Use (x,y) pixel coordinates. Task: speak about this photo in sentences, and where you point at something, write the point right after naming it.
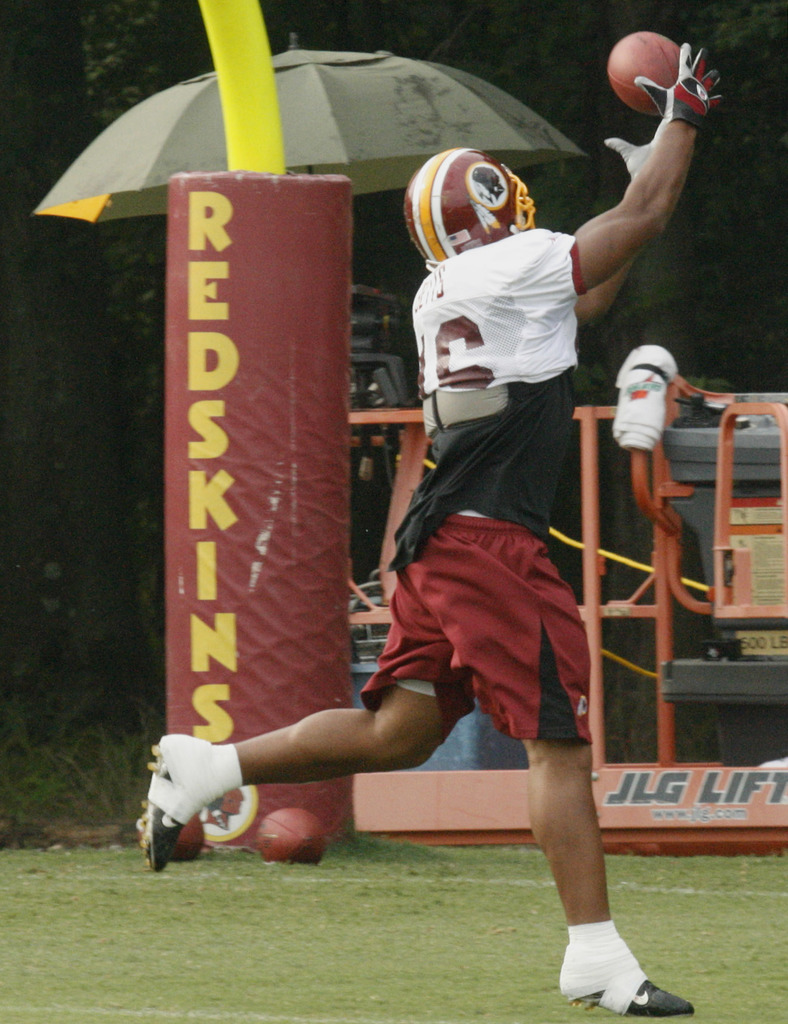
In this image there is a person (422,544) running and catching the ball (663,69), which is in the air (649,129). In the background (390,345) there are few objects (253,87) and trees (438,18).
